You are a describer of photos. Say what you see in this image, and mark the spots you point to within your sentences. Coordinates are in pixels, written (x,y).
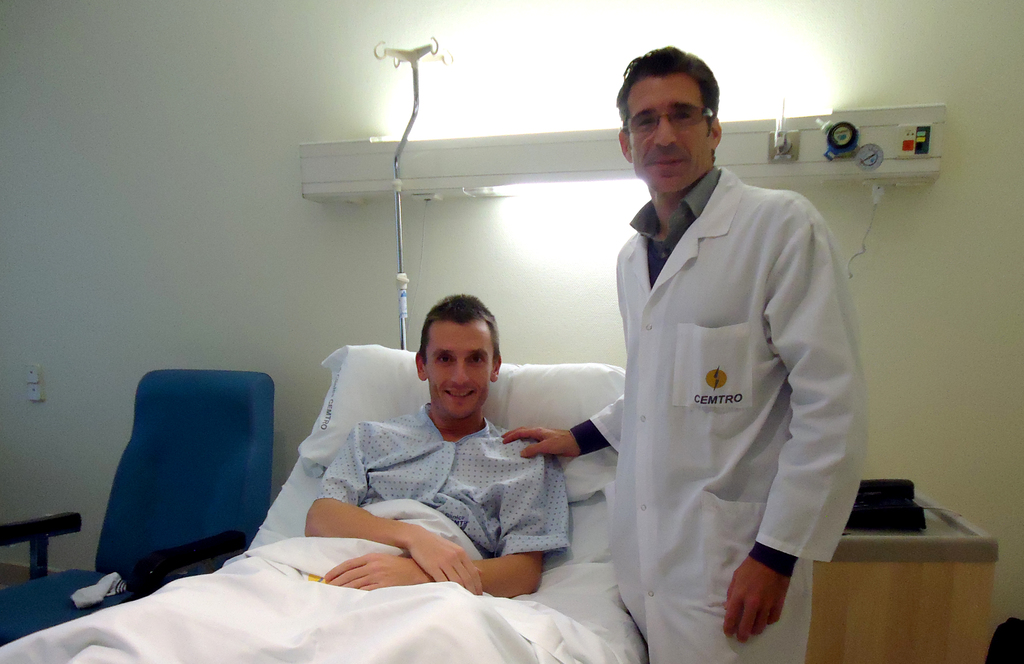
In this picture we can see a person (413,445) sitting on the bed (293,639) and smiling. There is a man (664,523) standing on the floor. We can see a white object (119,587) on a chair (46,601) on the left side (102,584). There is a black object (856,531) on a wooden desk (936,558) on the right side (874,592). We can see a stand (404,50) and other objects (863,155) on a white surface (742,142). A light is visible in the background (799,34).
